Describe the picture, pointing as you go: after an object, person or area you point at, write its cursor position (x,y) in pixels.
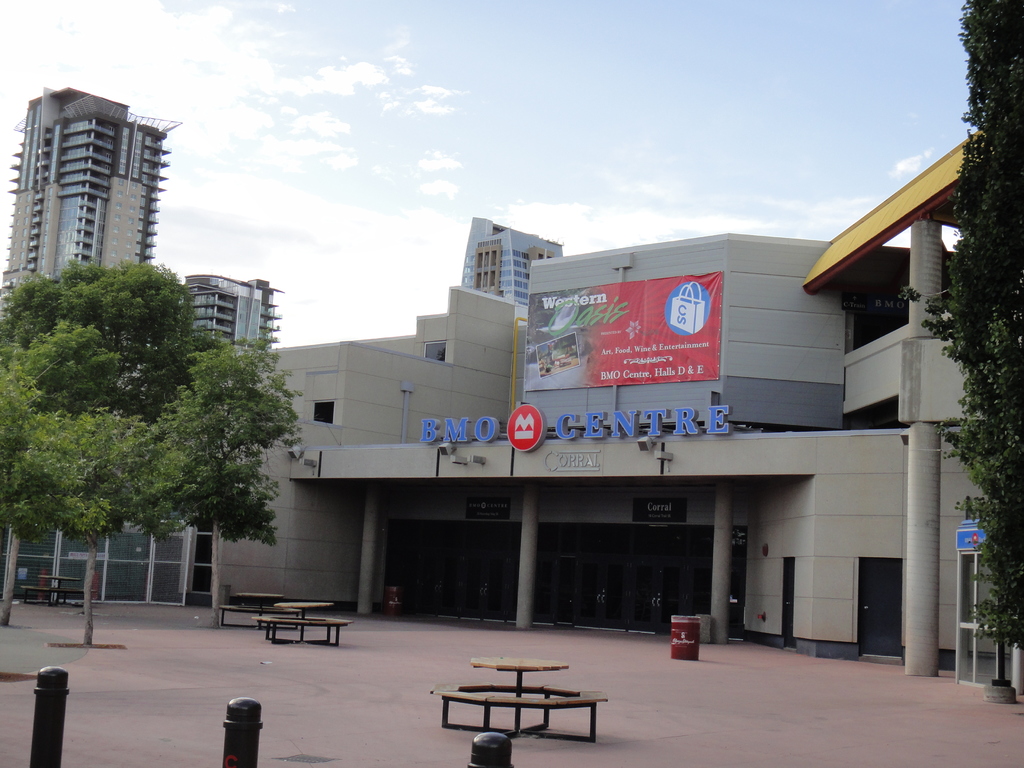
In the picture there are buildings (421,351), there are trees (76,529), there is some text (559,463) present on one of the buildings (405,349), there is a banner (547,326) with text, there are tables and benches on the floor (344,715), there are small poles (48,736), there is a cloudy sky (315,173).
